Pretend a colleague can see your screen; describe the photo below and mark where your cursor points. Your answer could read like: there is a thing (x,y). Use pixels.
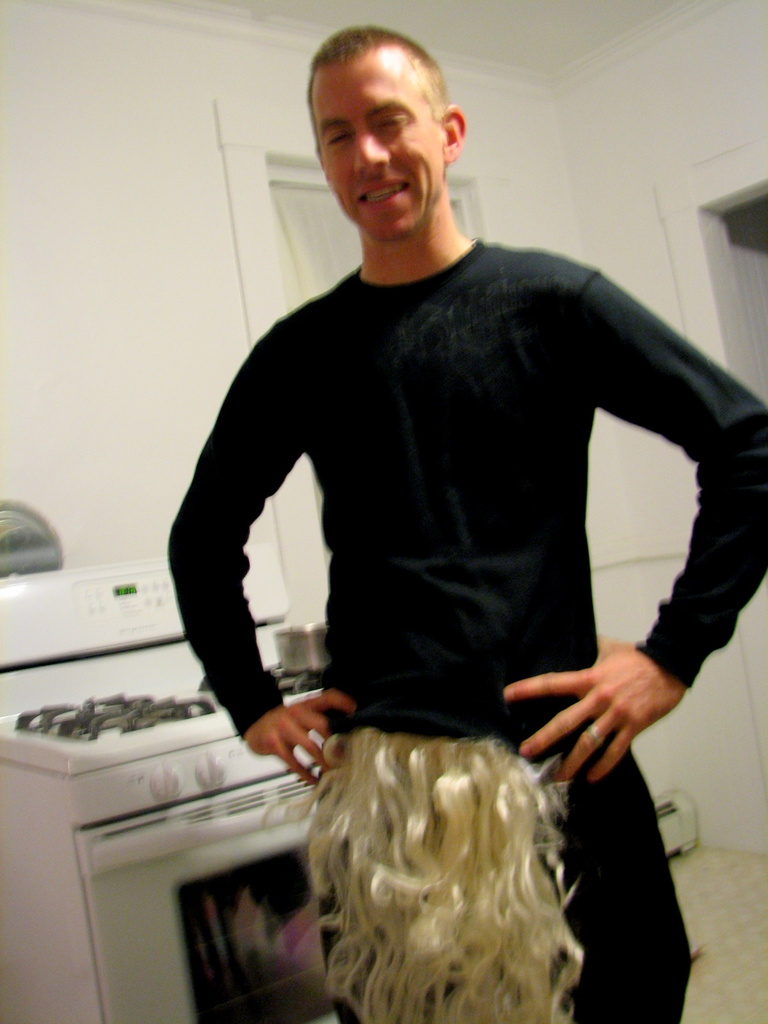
In this image in the center (377,351) there is one person (363,519) standing, and in the background (221,710) there is a stove (191,771). On the stove (282,679) there is one bowl (310,667), and at the bottom (152,888) there is an oven door (294,923) and in the background (97,472) there is wall (180,286) and some objects (681,846). At the bottom (696,878) there is floor (689,866).
